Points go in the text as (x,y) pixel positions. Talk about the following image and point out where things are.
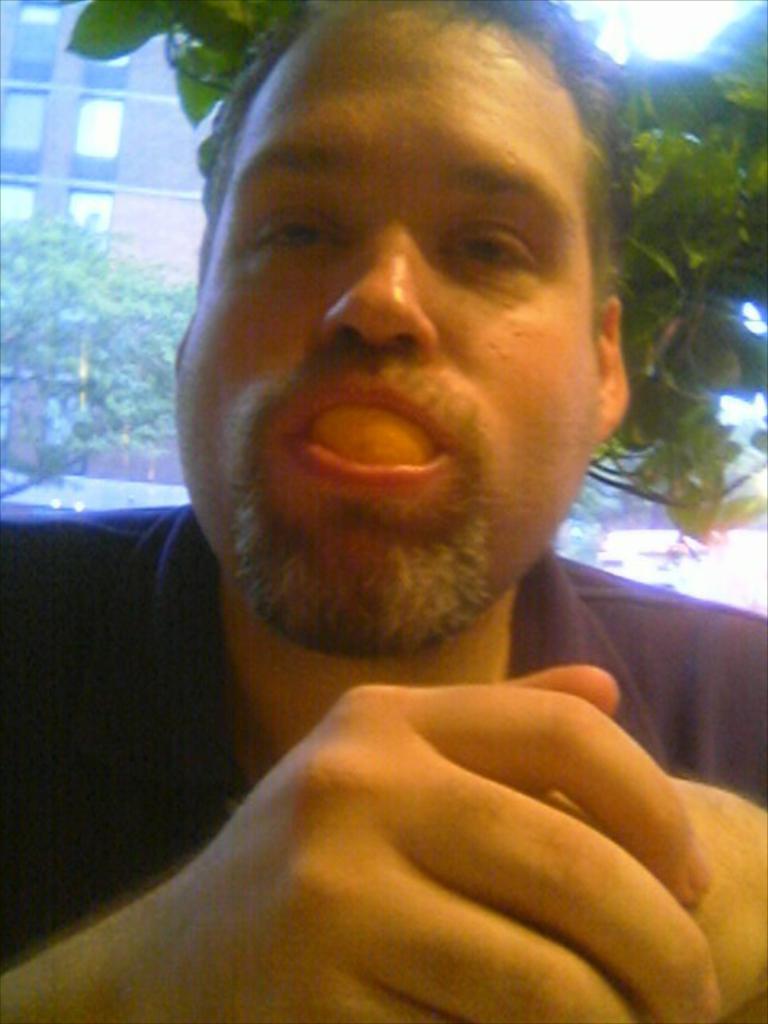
In the center of the image (506,653) there is a person (328,605). In the background (735,143) we can see trees (47,233), vehicles (102,482), buildings (93,156) and sky (647,28).
